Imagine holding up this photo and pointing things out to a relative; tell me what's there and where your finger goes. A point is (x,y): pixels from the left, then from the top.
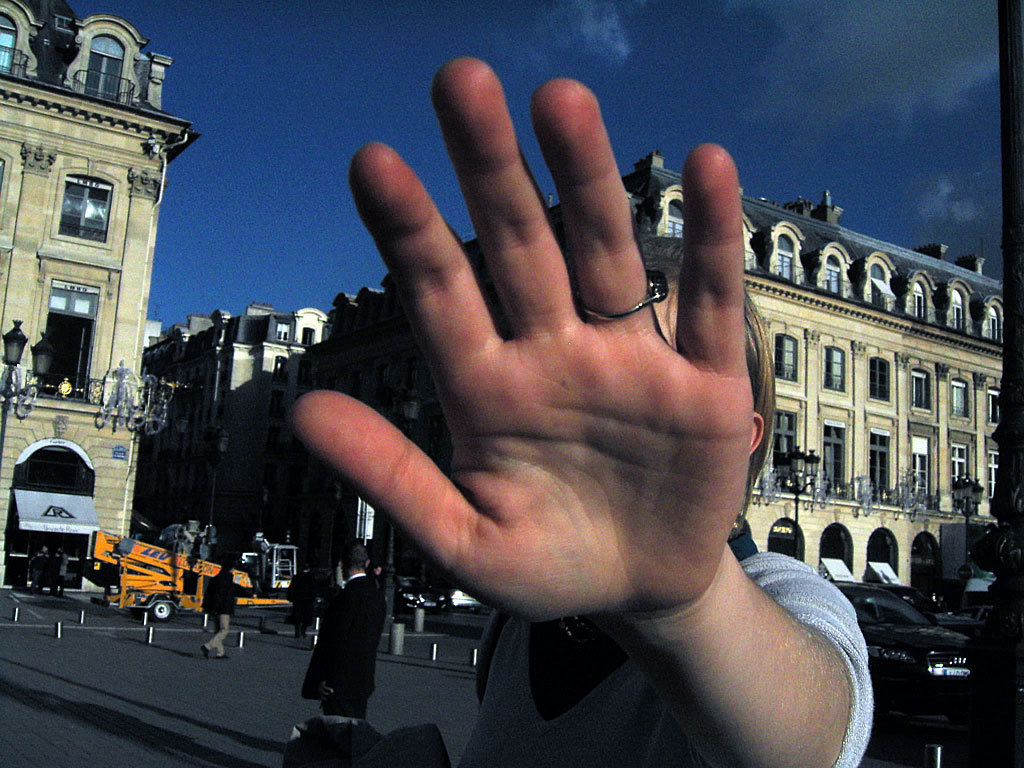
In this image there are buildings (653,188). At the bottom (914,611) we can see vehicles (892,686) on the road (113,615) and there are people (367,594). In the background (621,82) there is sky (355,82).
